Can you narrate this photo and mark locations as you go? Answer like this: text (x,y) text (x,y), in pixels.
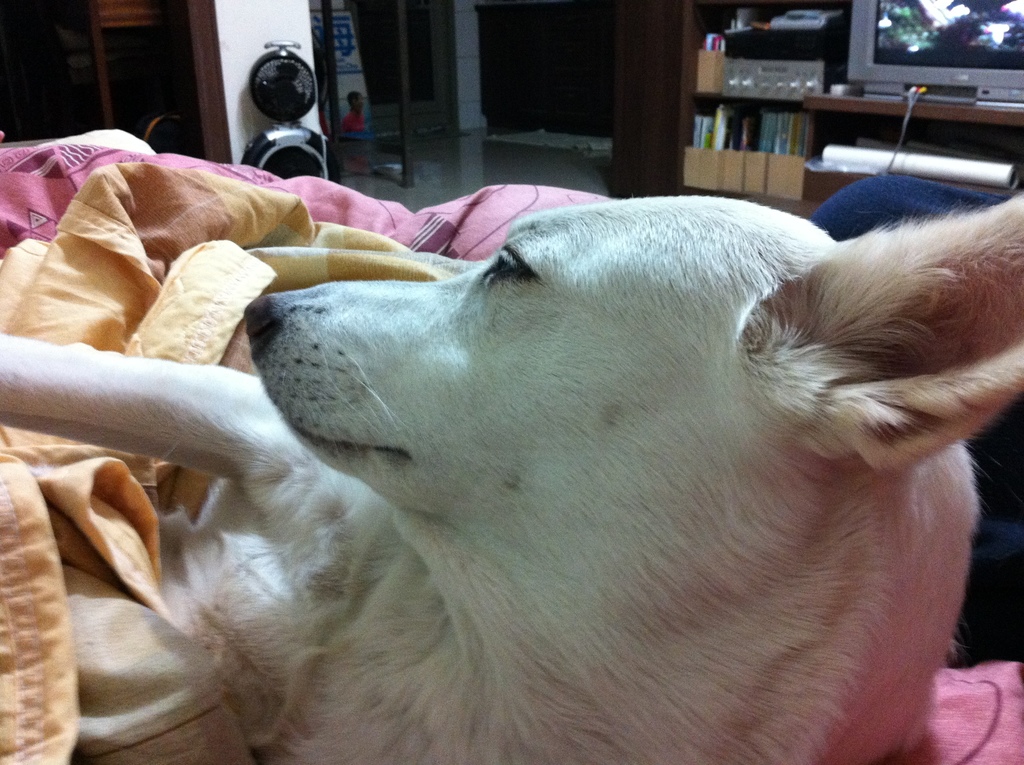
This is a dog (374,590) sitting on the bed (318,210). I think this is a blanket (326,223). Here is a television (885,33) and an electronic device (813,62) placed on the television stand (943,119). I think these are the books (789,144) and papers (904,155), which are kept in the rack (786,200). This looks like an object (841,192), which is placed on the floor (394,193).
